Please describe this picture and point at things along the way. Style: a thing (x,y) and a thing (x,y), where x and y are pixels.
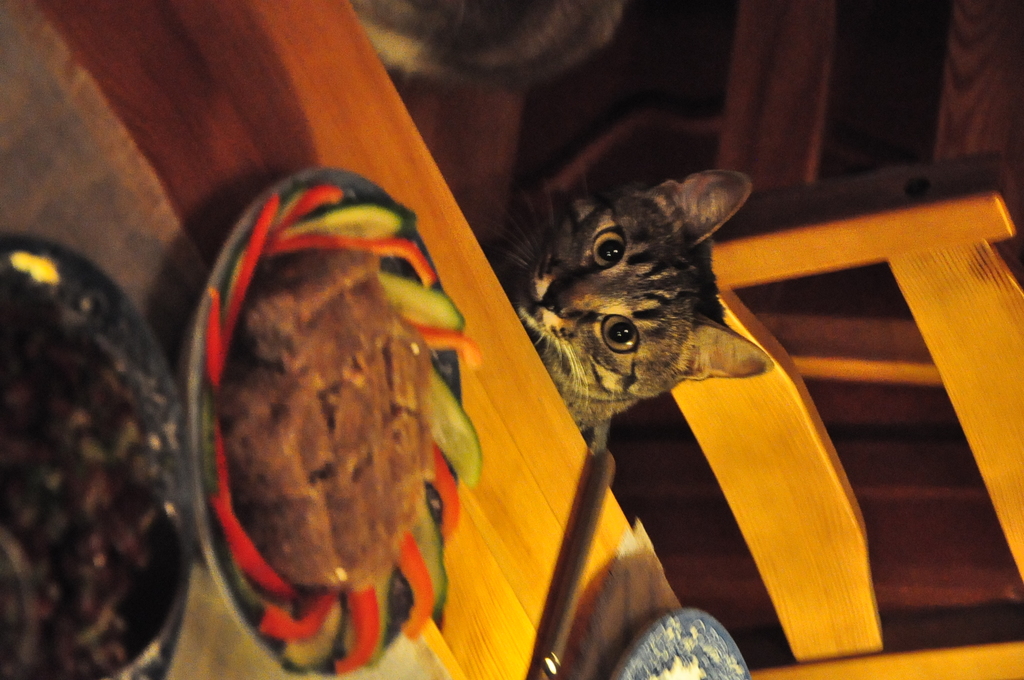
In this picture we can see small cat (647,340) sitting in the front (592,369) and looking to the camera. In the front (157,457) we can see some food (274,436) in the plate (367,458), placed on the wooden table top (494,645). Behind we can see some wooden chairs (823,128).
